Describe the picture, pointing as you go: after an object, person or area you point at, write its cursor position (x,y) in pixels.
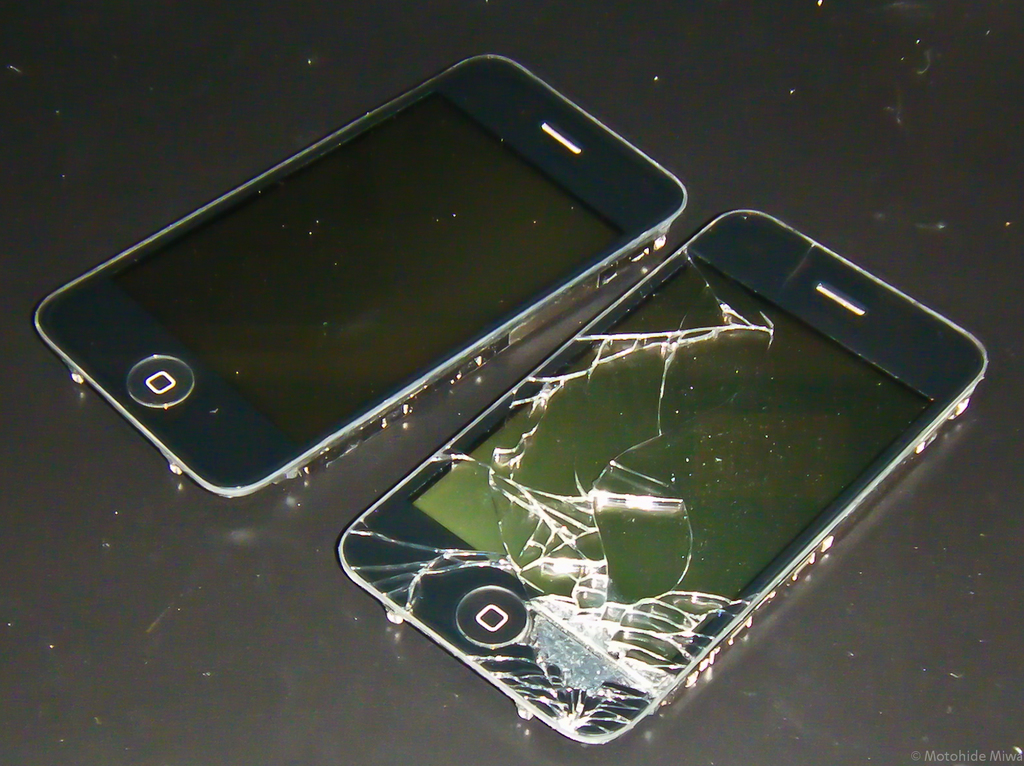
In this image we can see two mobiles (575,360) placed on the surface (495,706).
